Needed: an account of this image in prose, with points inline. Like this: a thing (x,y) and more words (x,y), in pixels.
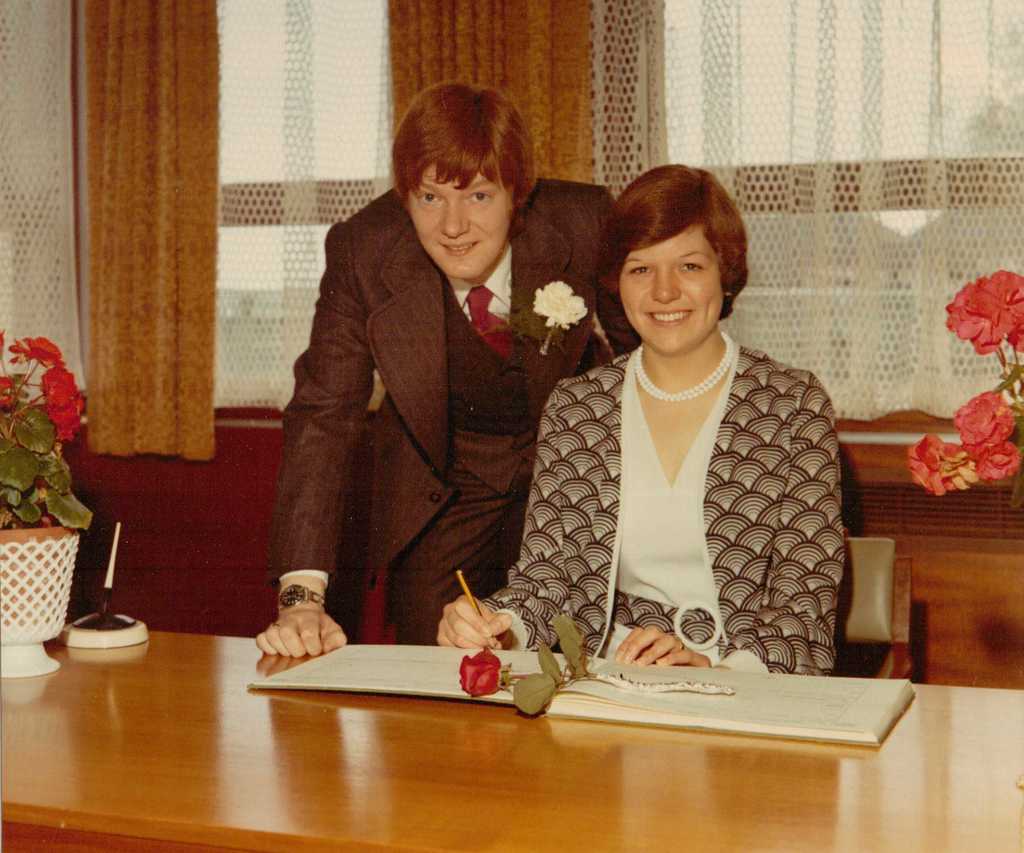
A woman (630,527) is sitting in a chair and writing on a book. A man (417,546) standing behind, bent a little. There are two flower vases (937,480) on the table (157,656) and a flower (493,678) on the book (639,691).
